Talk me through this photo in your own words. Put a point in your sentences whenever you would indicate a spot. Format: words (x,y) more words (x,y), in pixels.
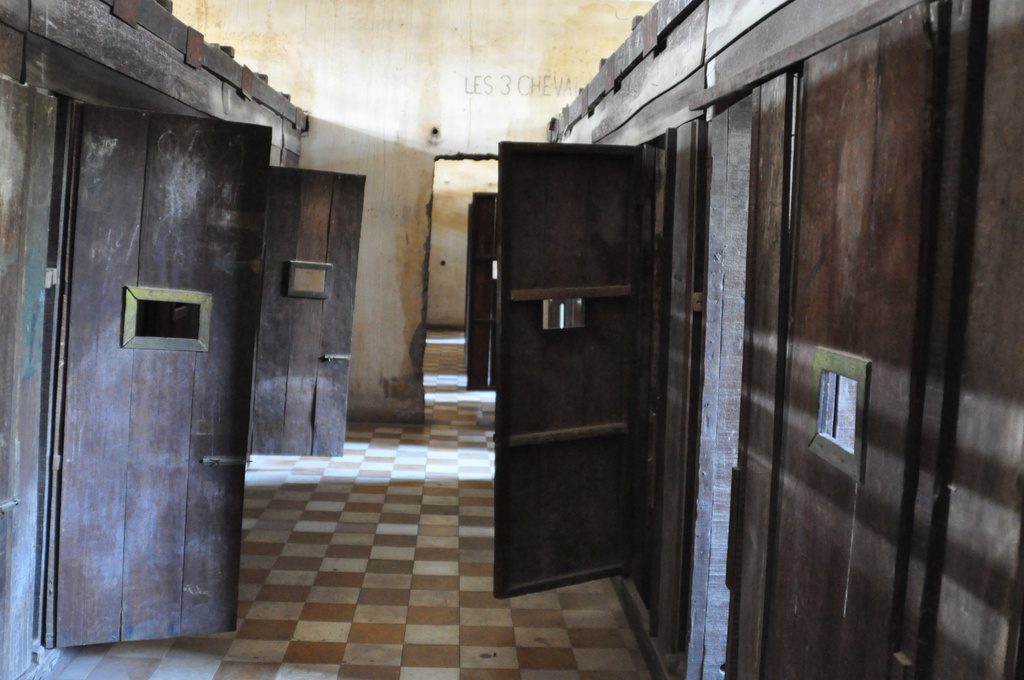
In this image I can see the interior of the building (400,206) in which I can see the floor (348,562), few brown colored doors (193,394) and the wall (377,106) which is cream and yellow in color.
